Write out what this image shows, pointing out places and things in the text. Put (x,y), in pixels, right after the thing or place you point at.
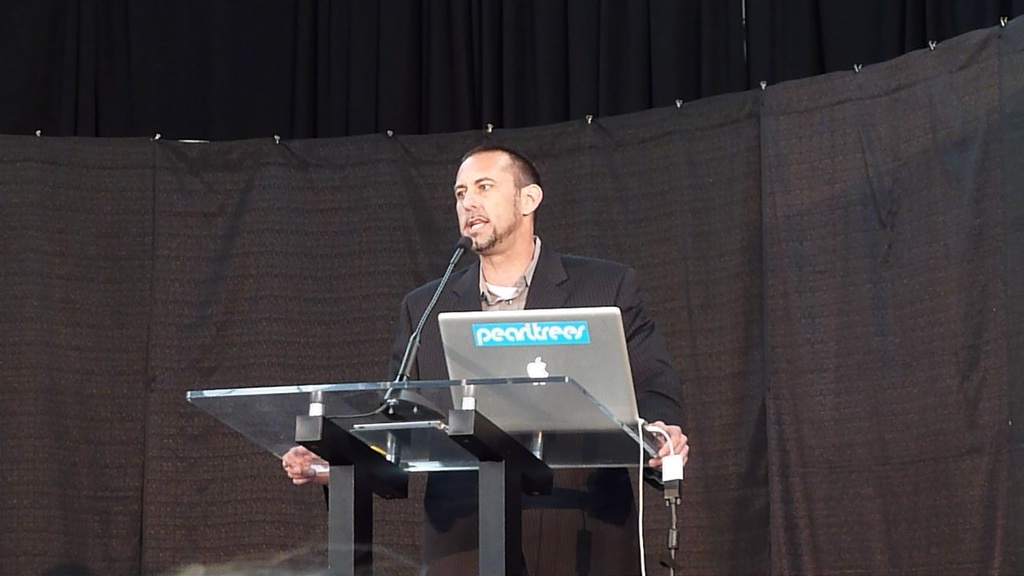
In this picture we can see the man (513,305) wearing black color suit (437,313), standing at the desk (393,443) and giving a speech. In the front (502,373) there is a laptop (572,358) and microphone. Behind there is a black curtain (426,195).
